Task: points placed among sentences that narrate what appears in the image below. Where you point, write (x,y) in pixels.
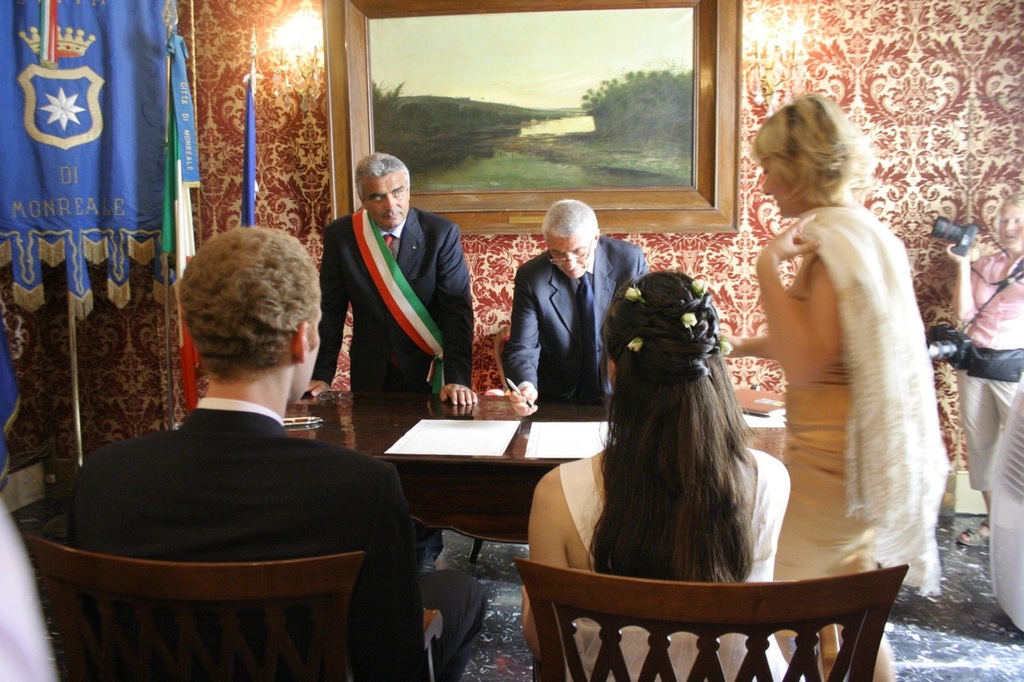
In this picture there are two people (391,532) sitting in the chairs (254,632) in front of a table (346,431) on which some papers (466,444) were there. There are three members (604,293) standing here. There are men (429,280) and women (678,371) in this picture. There are two flags (174,163) here and a photo frame (528,92) attached to the wall (878,67) here.
